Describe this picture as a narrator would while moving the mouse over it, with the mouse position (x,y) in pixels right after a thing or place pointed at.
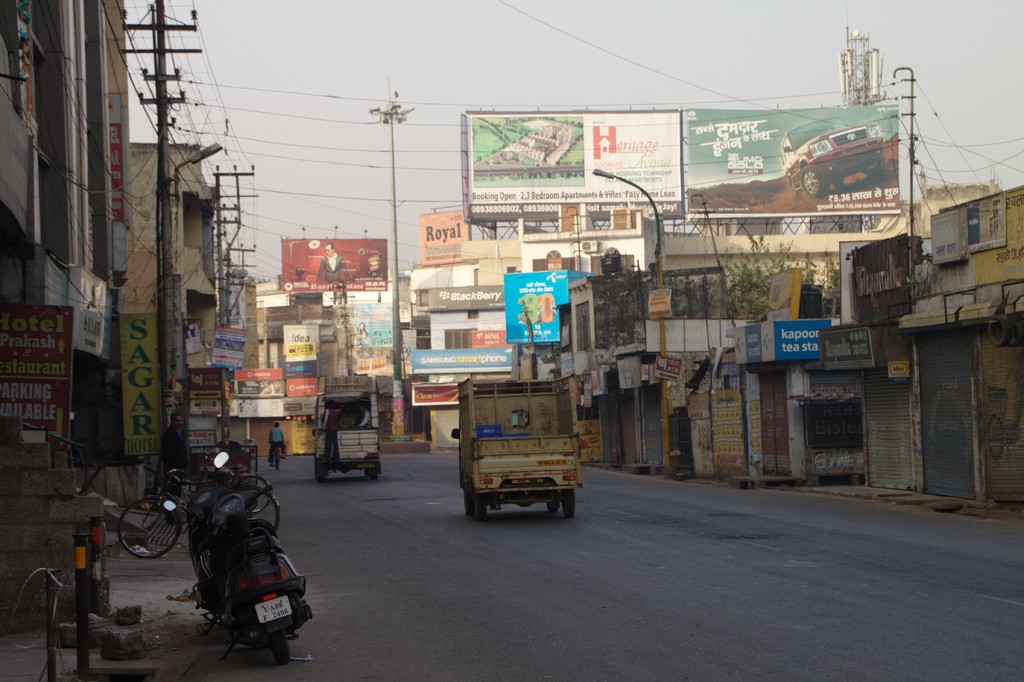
In this picture we can see vehicles (513,471) on the road (617,601), beside this road (615,598) we can see buildings (255,440), poles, name boards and we can see sky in the background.
